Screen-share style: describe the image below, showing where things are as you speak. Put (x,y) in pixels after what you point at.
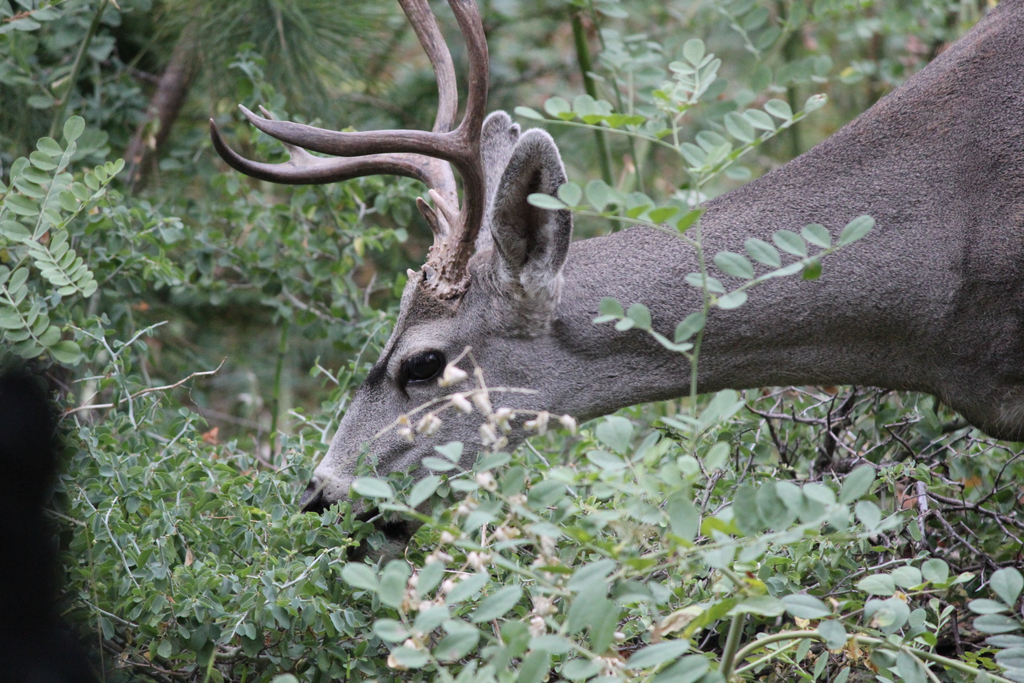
In this picture we can see a mule deer (623,274) and few plants (246,290).
